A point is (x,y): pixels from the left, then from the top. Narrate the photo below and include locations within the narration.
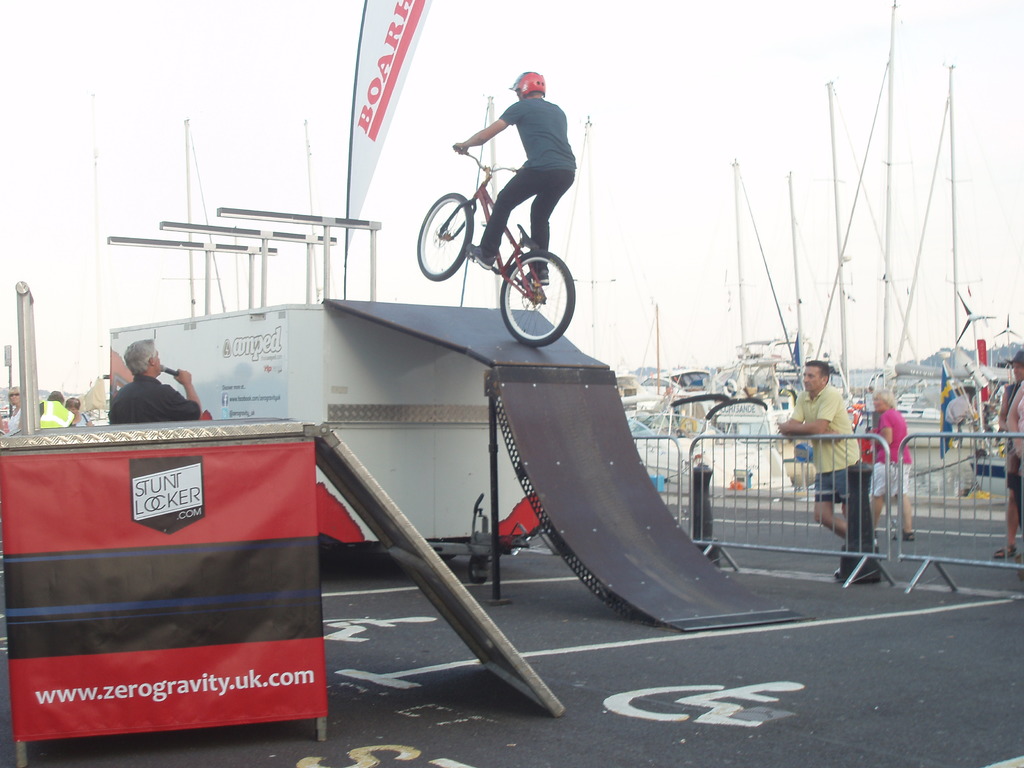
This is an outside view. In this image, I can see a man (542,215) riding a bicycle (497,263) on a metal surface (566,441). On the left side (164,657) there is a box (76,517), at the back of it a man (141,369) holding a mike (172,373) in the hand (189,382) and looking at the person (542,117) who is riding the bicycle (452,227). On the right side (914,472) there is a railing (846,518) on the road (877,619). At the back of it there are few people (878,403). In the background (953,260), I can see few poles (886,273). At the top of the image (693,36) I can see the sky (670,4).
